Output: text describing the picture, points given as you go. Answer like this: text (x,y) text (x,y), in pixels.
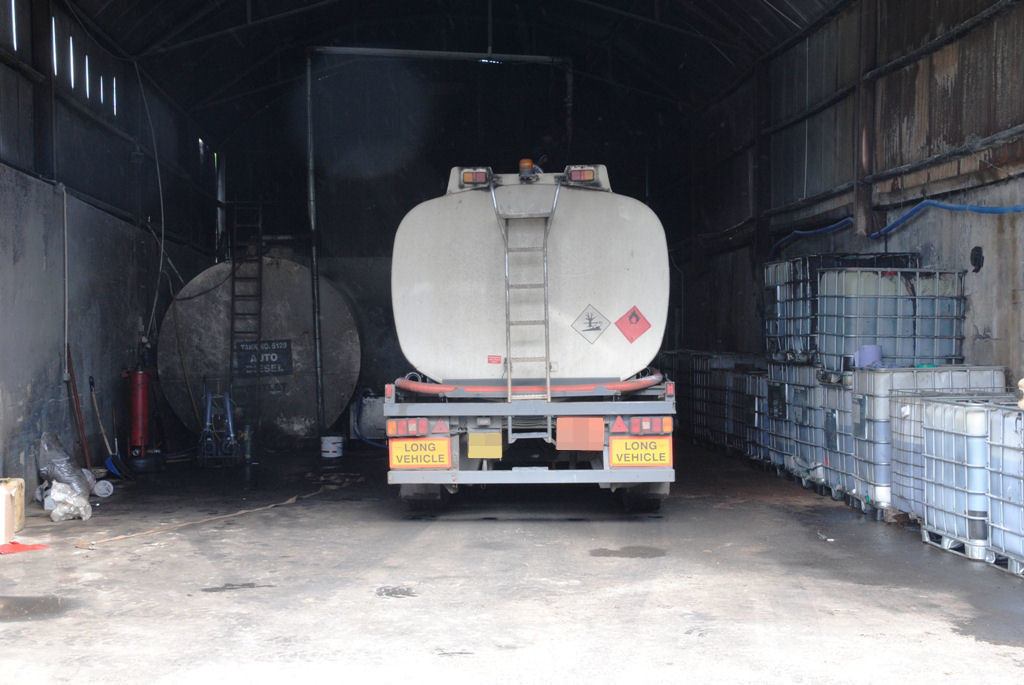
At the center of the image (503,347) there is a vehicle (576,296). On the left (192,377) and right side of the image (787,398) there is a wall (77,357) and few objects (813,403) placed on the surface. The background (650,91) is dark.
